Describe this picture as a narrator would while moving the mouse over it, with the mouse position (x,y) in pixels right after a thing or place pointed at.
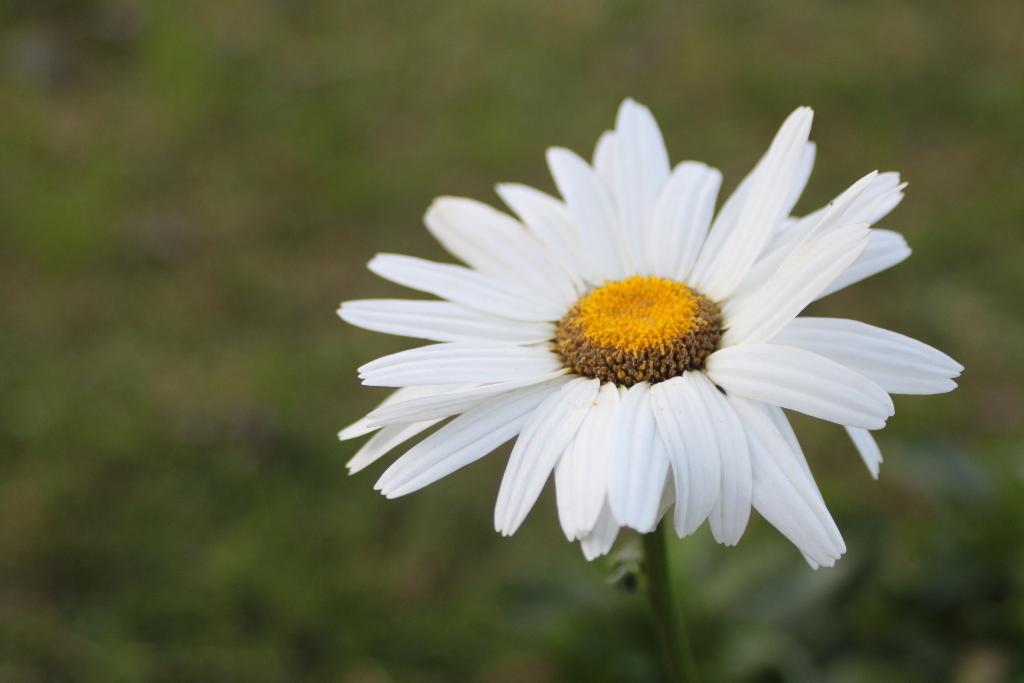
In this image I can see flower (634,316) which is in white and yellow color.
